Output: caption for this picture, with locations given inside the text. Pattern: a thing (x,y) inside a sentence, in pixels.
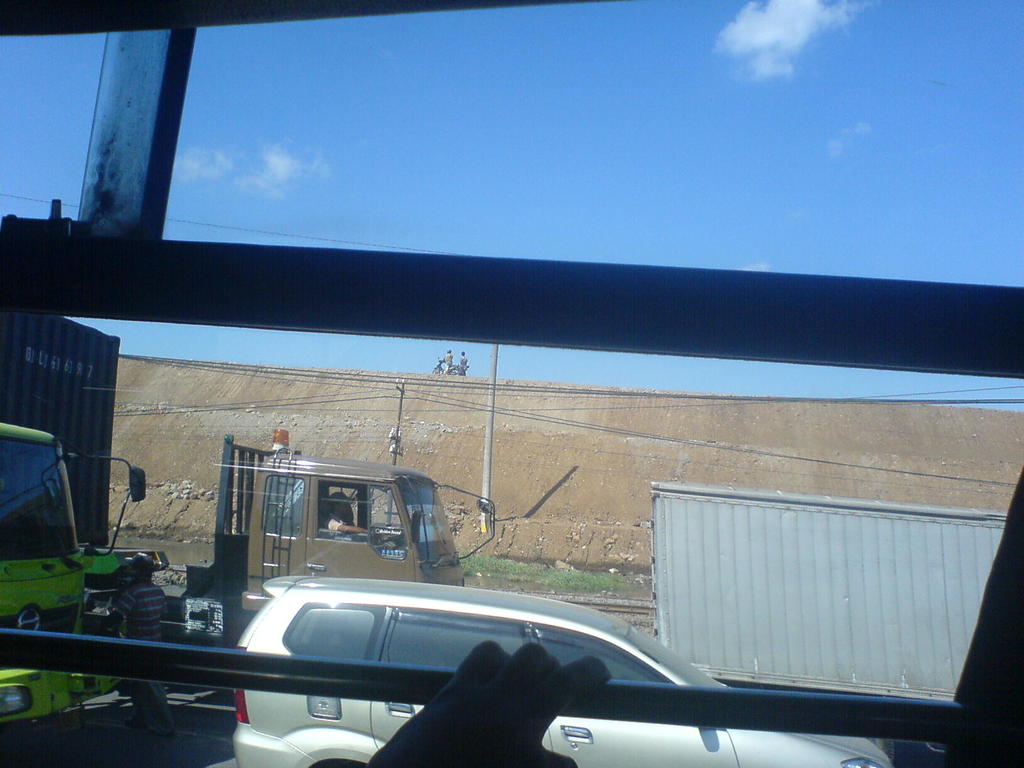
The picture is taken from a vehicle (989,728). In the center of the picture (658,507) there are trucks (438,569), car (531,609), grass (553,580), stones (371,426), poles (399,437), cables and other objects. At the top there is a road (426,380), where we can see two persons (465,364) and a motorbike (442,371). In the background (566,112) it is sky (656,109).
